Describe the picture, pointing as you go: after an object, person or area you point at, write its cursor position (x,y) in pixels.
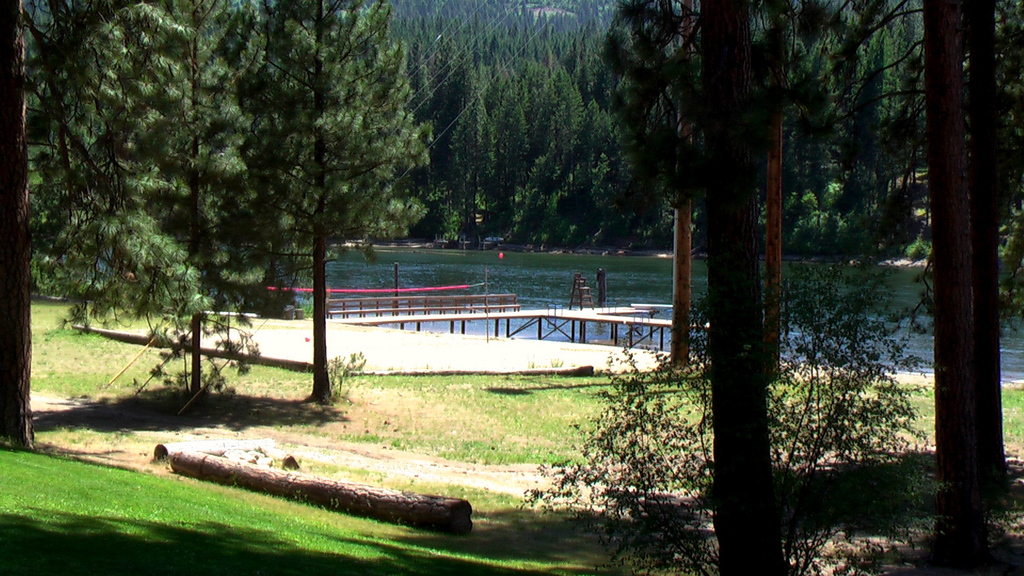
In the image we can see there are many trees (684,154), plants (551,227), grass (288,544), wooden log (355,483), water (547,256) and a bridge (614,324).
